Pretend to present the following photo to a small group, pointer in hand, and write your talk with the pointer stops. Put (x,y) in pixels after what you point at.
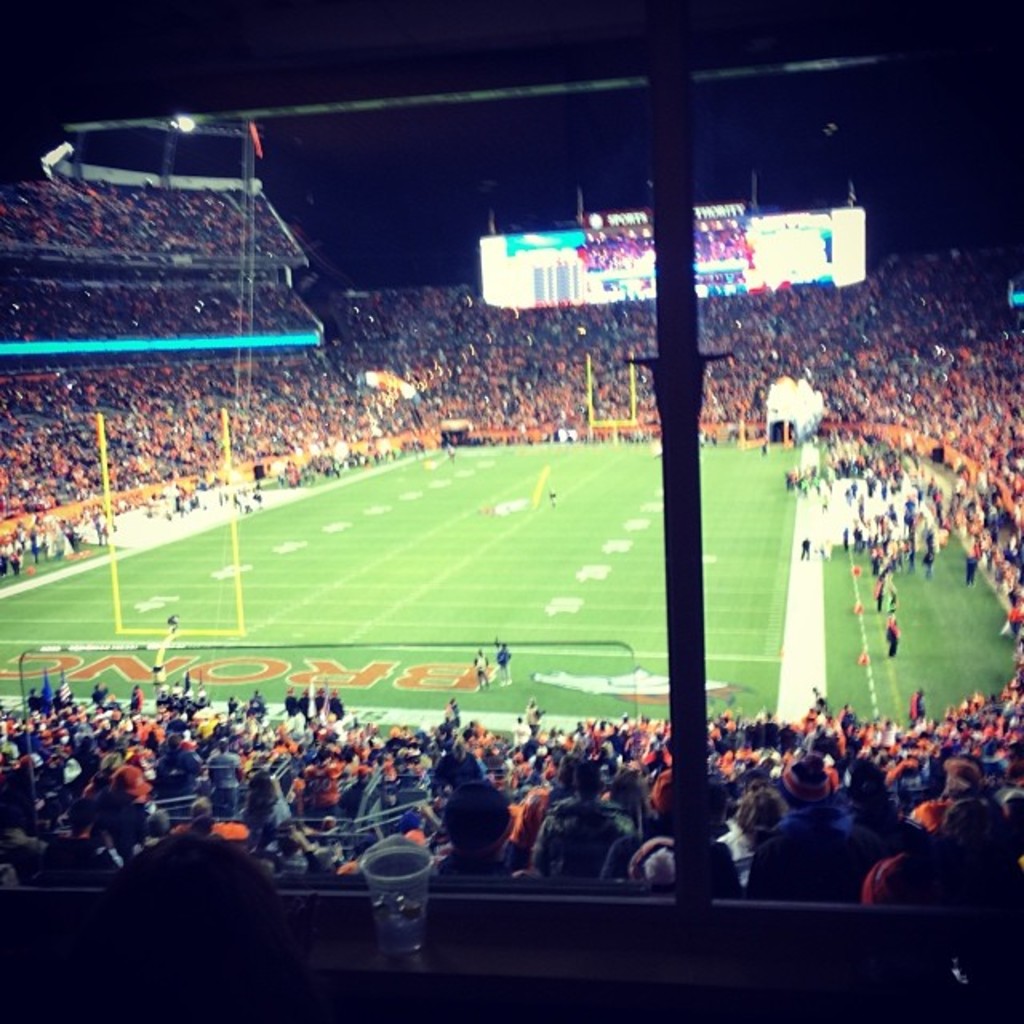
In this image there are few people (535,360) on the ground (565,497) and in the stands (598,412), there are goal posts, display screen (511,272) and some marks (460,670) on the ground (454,584).
